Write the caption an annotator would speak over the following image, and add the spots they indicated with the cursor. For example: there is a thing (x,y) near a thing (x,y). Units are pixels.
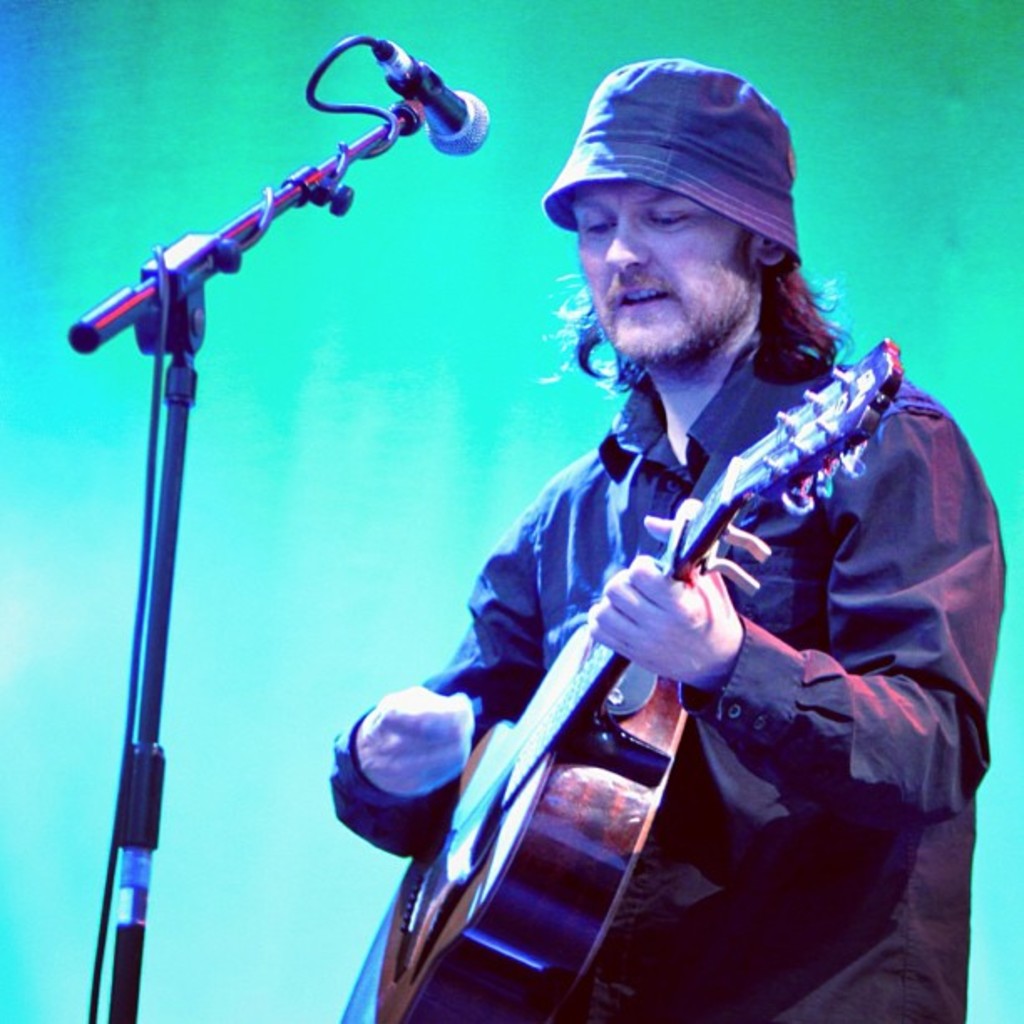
In this image there is a man (906,667) standing and playing guitar (500,821). He is wearing a black shirt (872,648) and hat (666,106). He has long hair (797,339). In front of him there is a microphone (452,116) placed on microphone stand (195,272).
